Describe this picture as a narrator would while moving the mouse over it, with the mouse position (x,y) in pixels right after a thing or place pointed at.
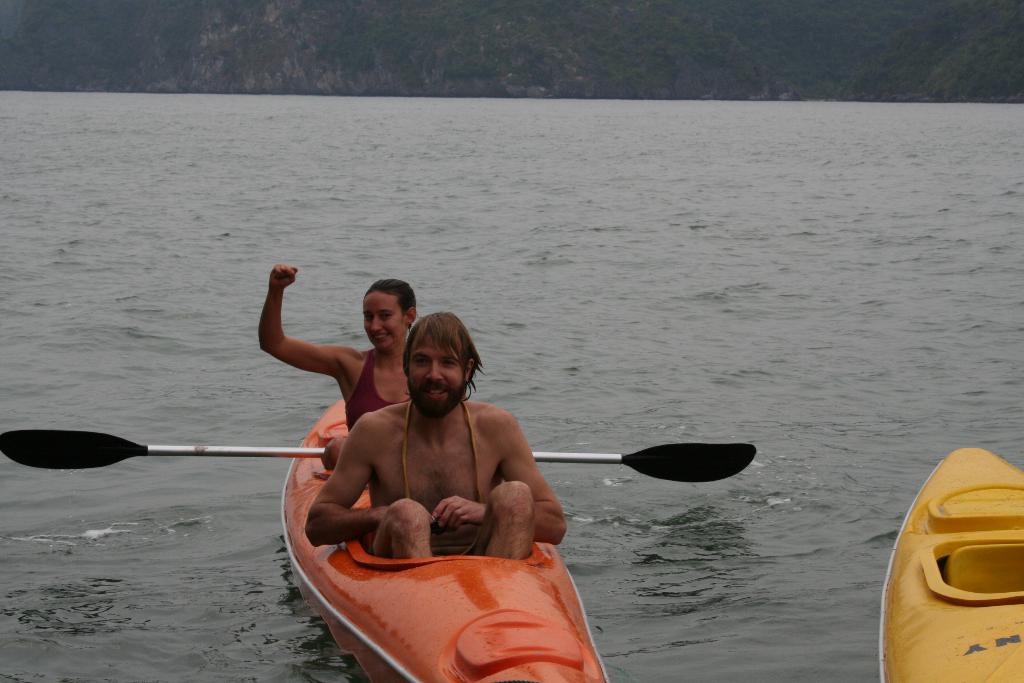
In this image there are boats (550,636) on the water (296,623). In the center (373,423) there is a man (414,383) and a woman (380,335) sitting on the boat (381,560). The woman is holding a paddle (96,444) in her hand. There is the water (441,179) in the image. At the top (271,54) there are hills (407,48).
